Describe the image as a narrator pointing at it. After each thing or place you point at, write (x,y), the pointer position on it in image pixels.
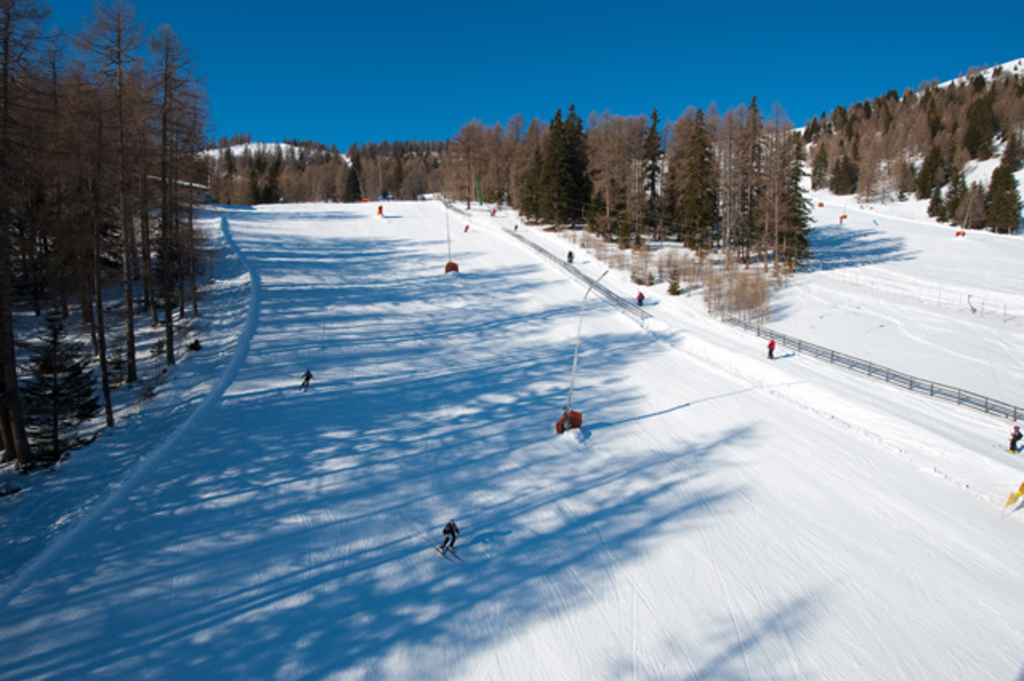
In this image there is snow (434,498) in the middle (412,406). There are few people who are skiing in the snow (605,381). On the right side (798,340) there is a wooden fence (892,380) in the snow (927,401). In the background (653,204) there are trees (697,167). At the top (703,103) there is the sky (662,34). In the middle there are two poles (442,196) in the snow (597,533).
